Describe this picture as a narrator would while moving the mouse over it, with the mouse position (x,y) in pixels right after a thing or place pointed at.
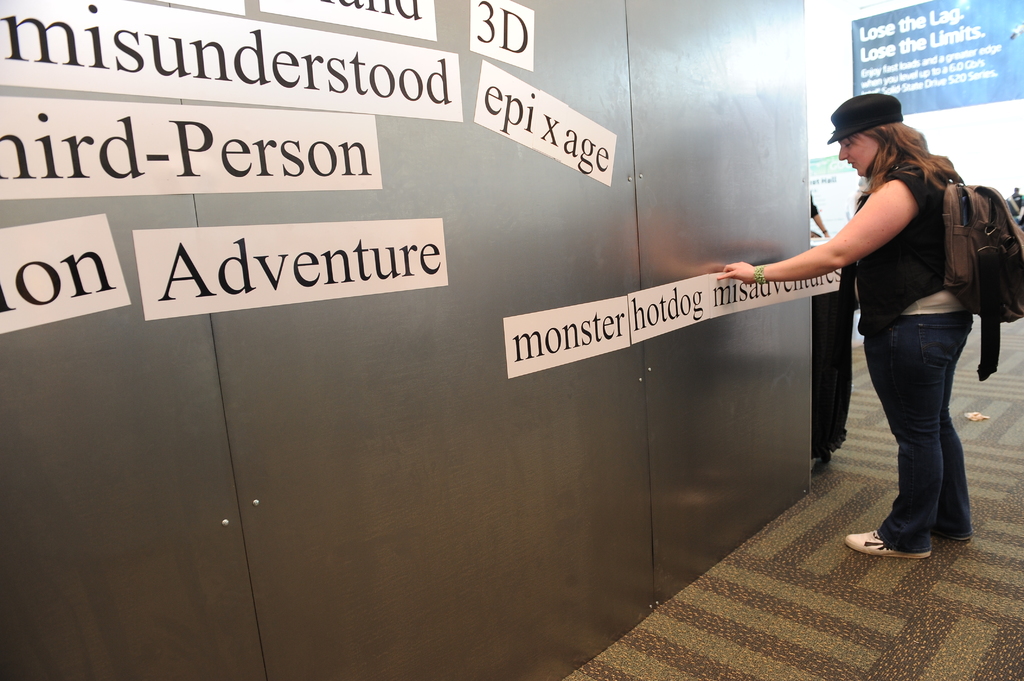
In this image I can see the person (919,297) with the dress (881,283), bag (964,233) and the cap (863,128). In-front of the person (850,156) I can see many papers (721,306) attached to the grey color surface (597,267). To the right (845,192) I can see many boards (840,228) and few more people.
